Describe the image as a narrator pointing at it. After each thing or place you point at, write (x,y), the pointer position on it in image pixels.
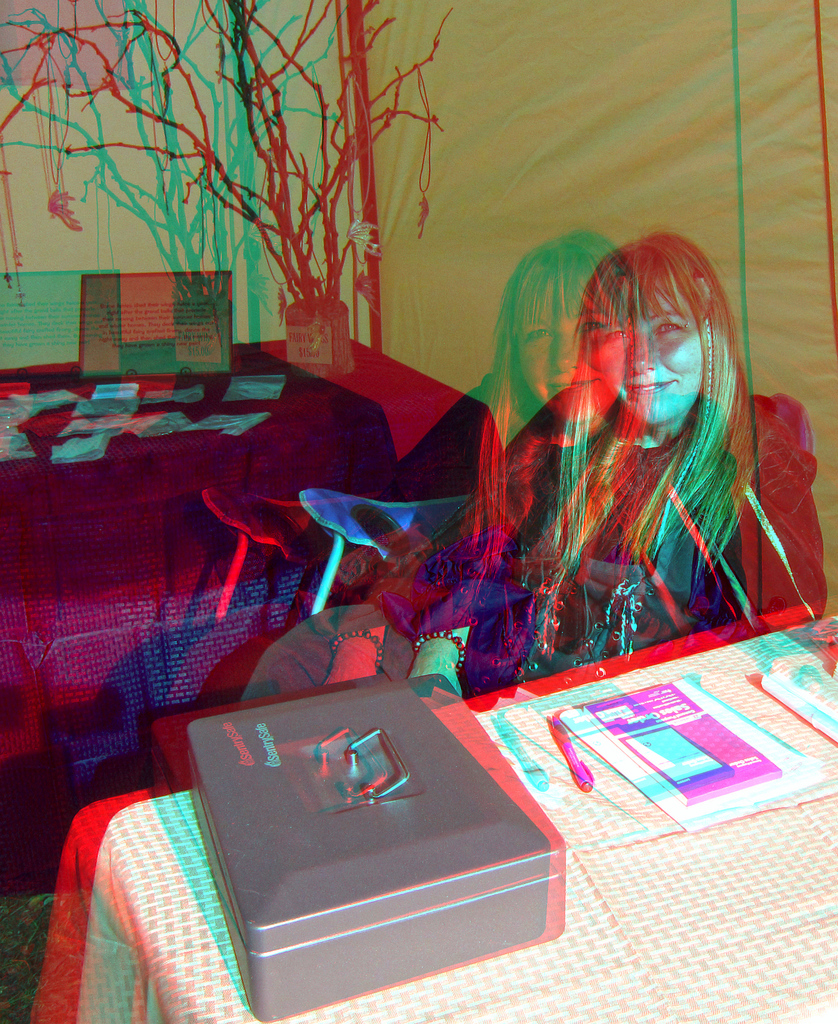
This is an edited image. In this image we can see a lady (535,520). There are tables (222,553). On the tables (789,735) there are papers (159,434), box (372,791) and few other items (122,322). In the back (248,190) we can see tree (281,198).
